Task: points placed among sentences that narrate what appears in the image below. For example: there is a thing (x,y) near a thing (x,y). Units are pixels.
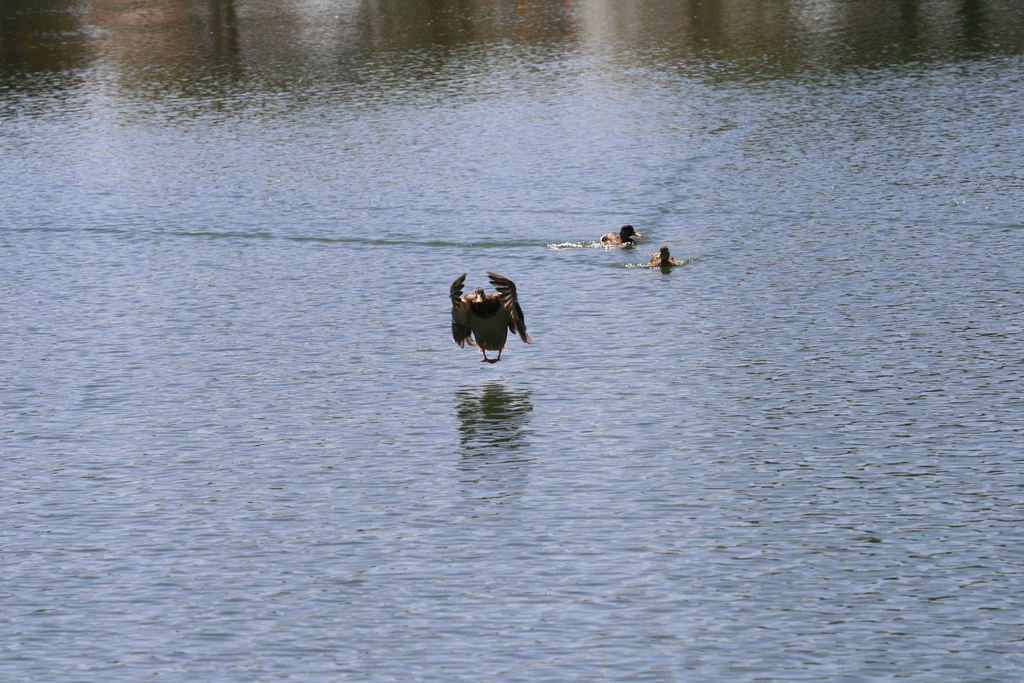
As we can see in the image there is water (391,136) and birds (628,231). In the background (368,90) there is reflection (382,45) of trees (274,45).
